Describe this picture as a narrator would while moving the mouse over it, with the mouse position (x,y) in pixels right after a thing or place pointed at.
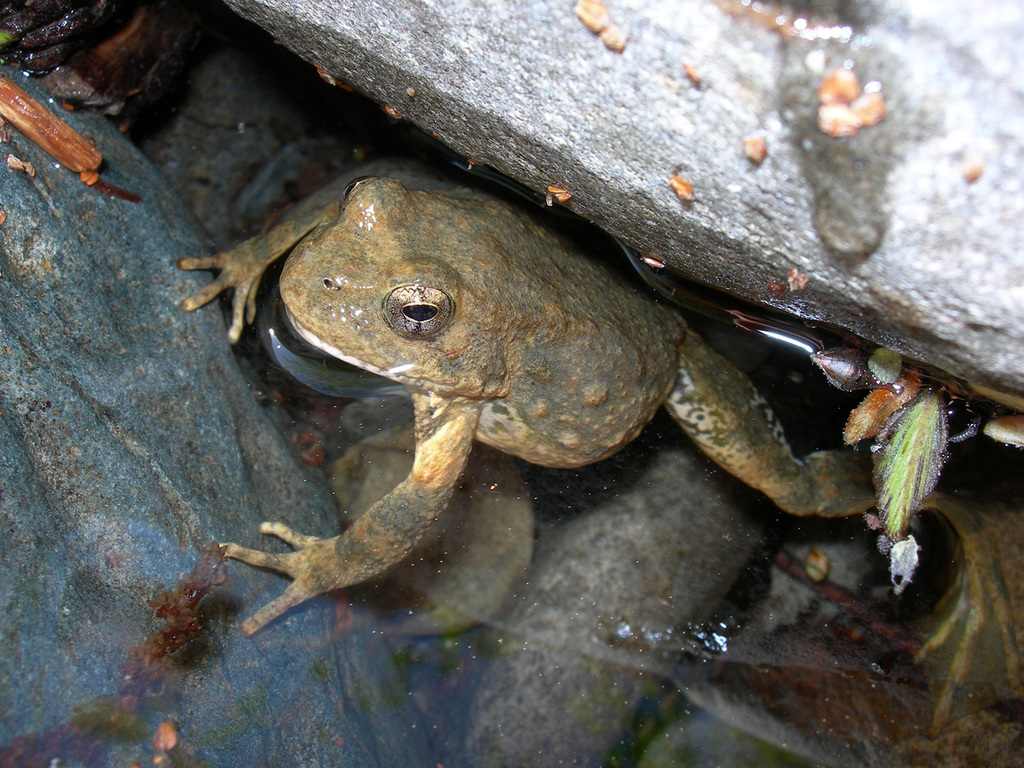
In this picture, we see the frog (472,431) is in the water (581,533). At the top (580,134), we see the rock (718,178). On the left side (146,315), we see the rock (57,481).
